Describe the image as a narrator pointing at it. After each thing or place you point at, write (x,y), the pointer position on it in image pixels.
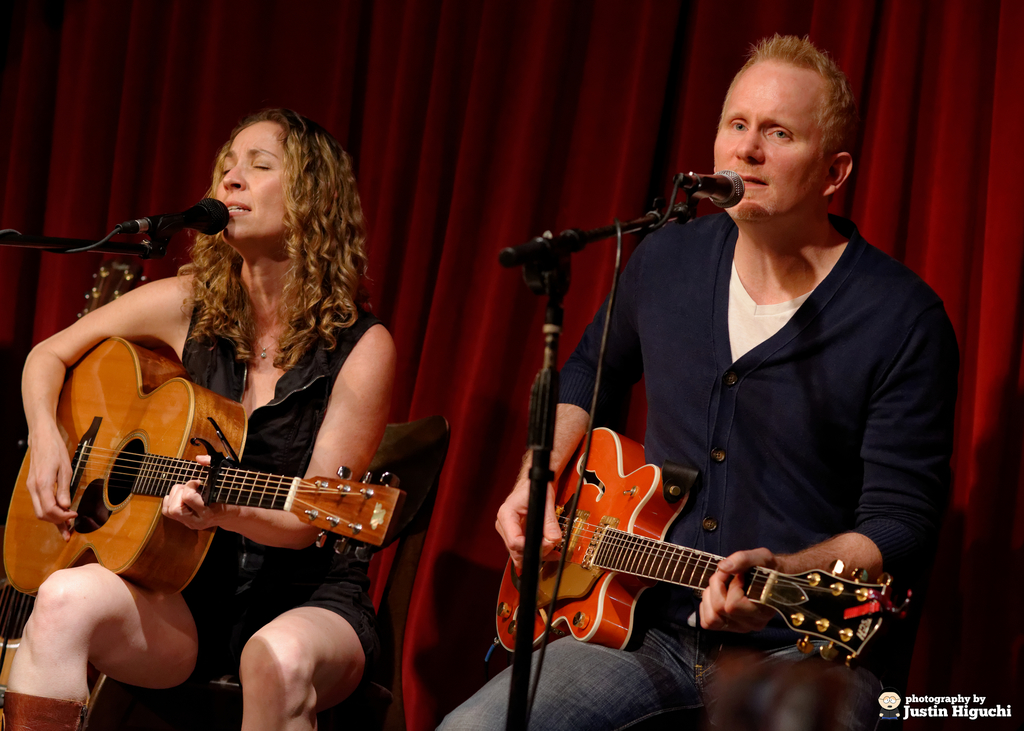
In this picture we can see man (785,386) and woman (167,335) playing guitar (232,471) with their hands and singing on mics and in background (413,81) we can see red color curtain (520,106).
